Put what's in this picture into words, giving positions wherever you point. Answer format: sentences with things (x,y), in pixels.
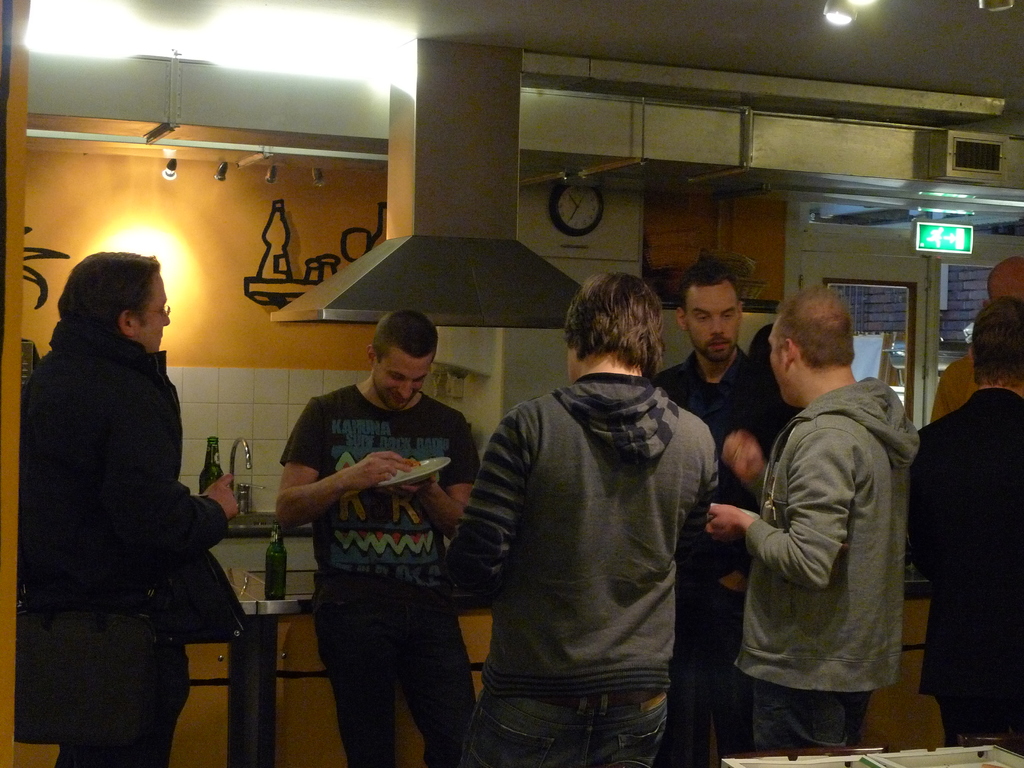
In this picture, we can see a few people (594,581), and a few (366,409) are holding some object (428,470), and we can see the wall (542,352) with some design (279,294), objects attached to it like a clock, door (865,277), shelves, and we can see the wall (255,476) with lights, chimney (488,166), and we can see some object (970,753) in bottom right side of the picture (737,764).
